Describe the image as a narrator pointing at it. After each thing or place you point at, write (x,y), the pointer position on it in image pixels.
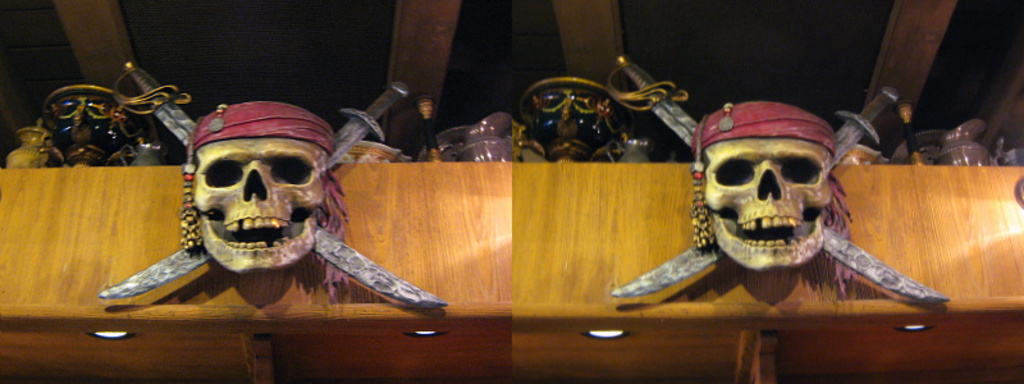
In this image we can see a collage. In the collage we can see swords (167,281) in the metal objects (220,242) looks like skulls (237,263) and they're attached to the wooden wall (626,348). At the top (94,71) we can see few objects (106,121) and the roof (229,44). At the bottom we can see the lights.
